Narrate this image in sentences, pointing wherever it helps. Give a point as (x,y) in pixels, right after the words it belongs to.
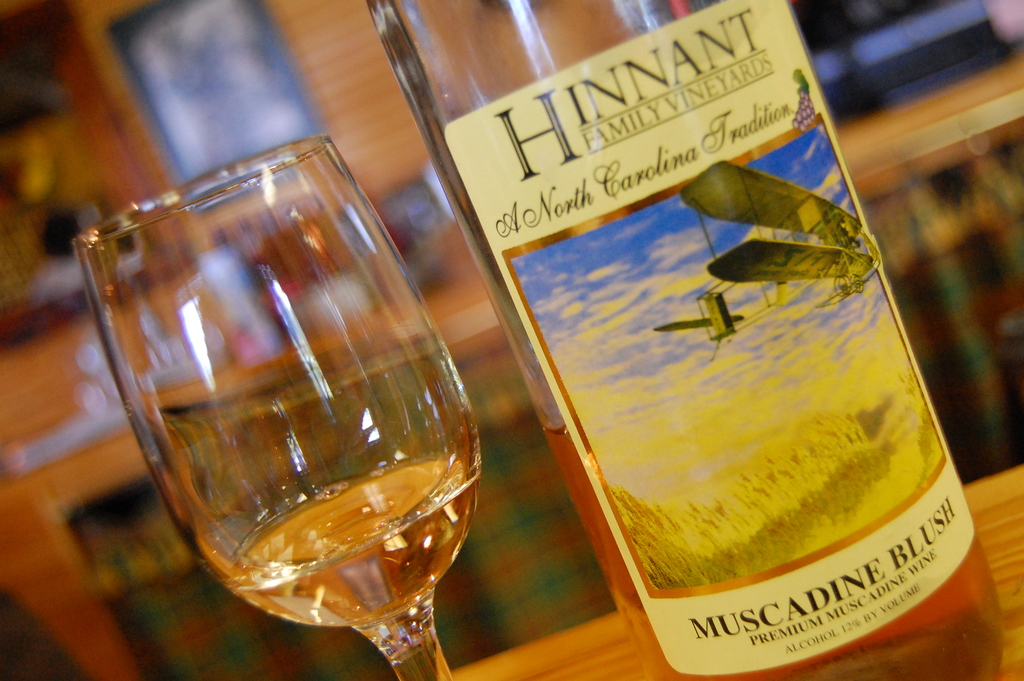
This picture is taken inside the room (447,582). In front (692,547), we see a wine bottle (808,349) on which some text (630,180) is written on it, family vineyards and beside that, we see a glass (379,387) which contains wine (290,520) in it. Both of them, are placed on the table (543,657). Behind that, we see a wall (308,76) and a photo frame (236,70).
